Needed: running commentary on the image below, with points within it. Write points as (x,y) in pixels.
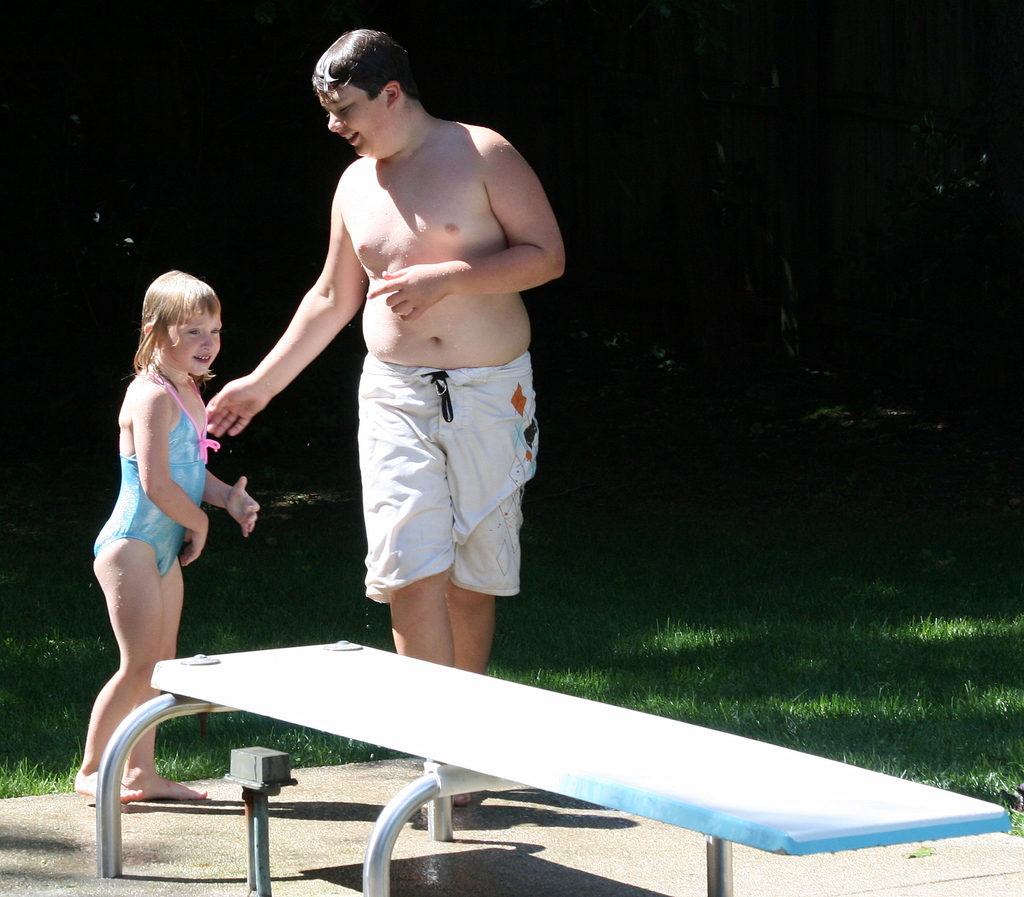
In this picture there is a person (477,473) standing and wearing white short (480,489) and there is a kid (136,450) wearing swim suit (199,489) is standing beside him and there is an object (533,746) in front of them and there is a greenery ground (696,618) behind them.
